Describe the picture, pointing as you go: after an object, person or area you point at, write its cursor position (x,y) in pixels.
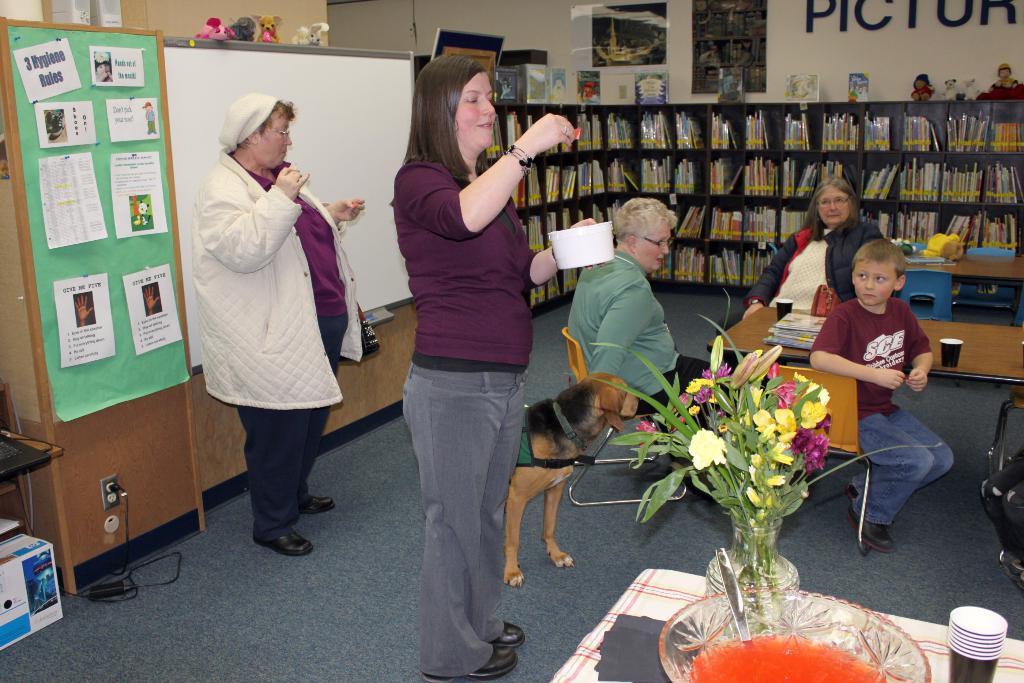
In this image we can see few people (512,291) in which some of them are sitting and some of them are standing, there we can see a one person (463,367) holding a bowl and an object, there we can see two tables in which we can see a flower pot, a bowl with some fluid (737,648), a spoon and some cups (962,634) on one table (765,626), on the other table (933,371), we can see few books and two glasses (944,365), there we can see a another table (964,274) with some objects (950,238) on it, few chairs (973,306), few books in the racks (719,157) on the shelf (540,178) and some frames (589,74) placed over the shelf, two posters (725,39) attached and a name (964,17) to the wall (366,45), a shelf (128,419) with some papers (128,78) attached to it, a screen (360,111) with some toys (269,42) on it
